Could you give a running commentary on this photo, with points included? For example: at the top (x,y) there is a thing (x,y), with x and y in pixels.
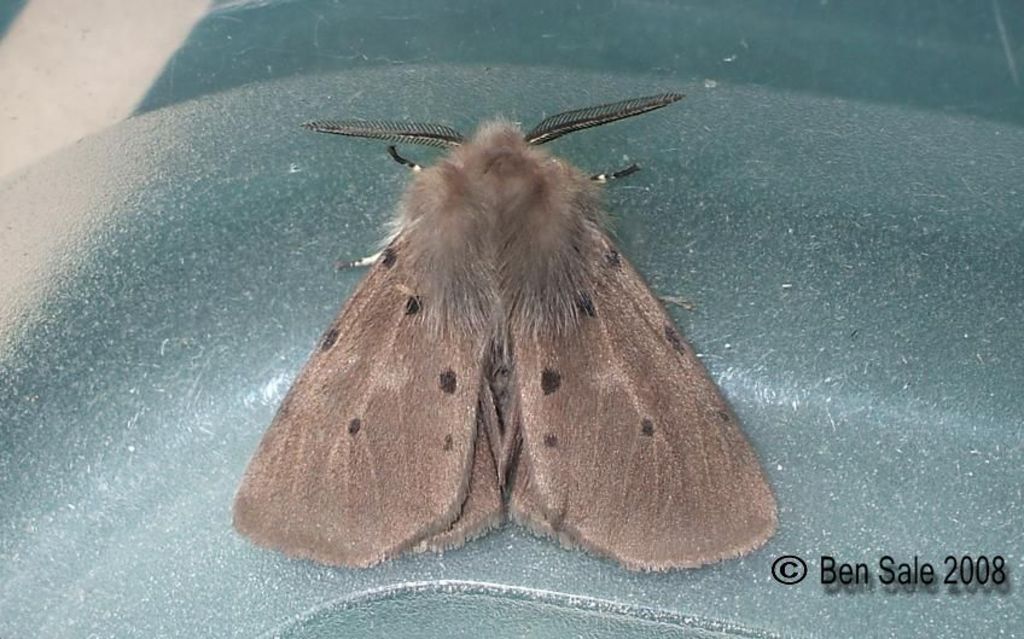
In this picture there is a brown color moth (545,396) sitting on the blue color surface (843,401). On the bottom side of the image (848,579) there is a small copyright text (901,581) and date (979,583) is written.
